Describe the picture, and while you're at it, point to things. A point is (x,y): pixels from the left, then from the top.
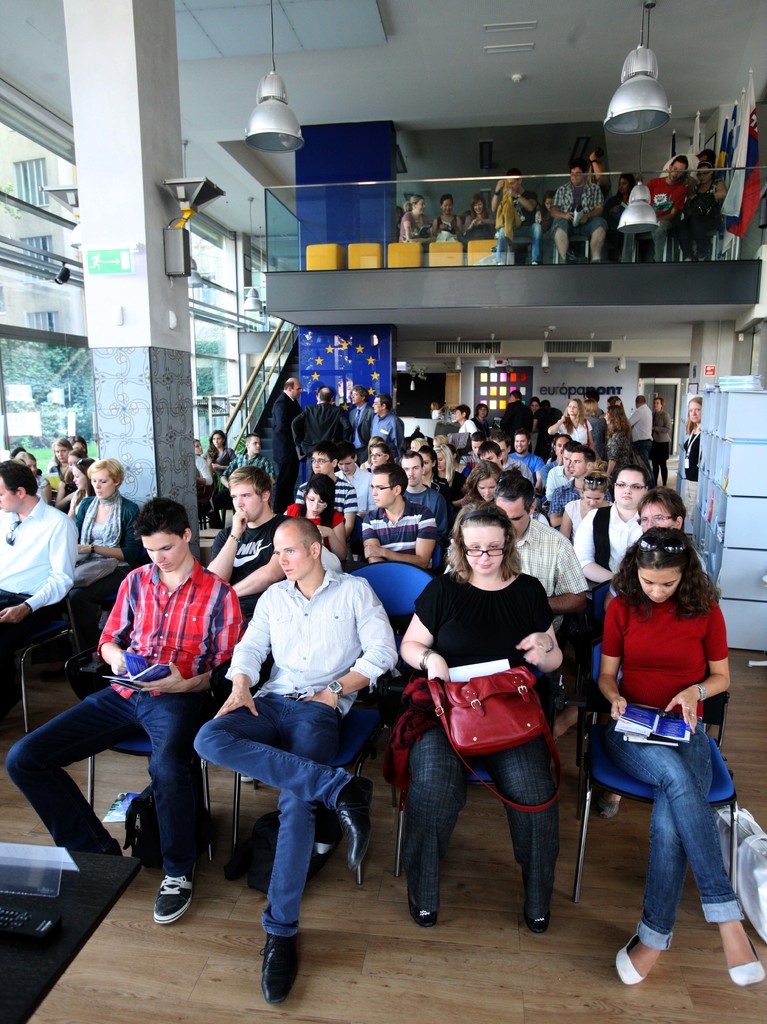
In this image we can see many people (250,653) sitting on the chairs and holding some objects (576,223) in their hands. There are many lights (630,219) in the image. There are few object (759,867) placed on the floor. There are few objects (748,531) at the right side of the image (749,863).
